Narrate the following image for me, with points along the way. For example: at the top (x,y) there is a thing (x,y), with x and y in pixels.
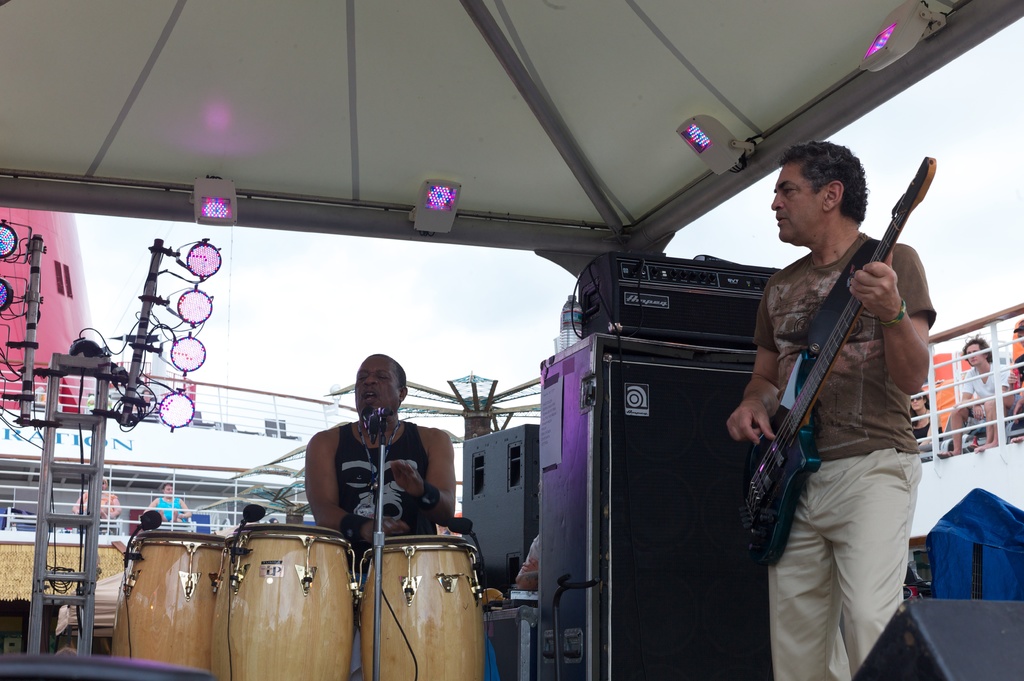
There are two persons (359,487) in the given picture, playing a musical instruments (389,580). One guy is playing the guitar (834,363) and the other one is playing drums (365,632). In the background (984,383) that are some people (980,365) sitting and watching them. We can observe sky (378,301) and clouds (378,307) here. There are some lights (197,360) in the music floor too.
